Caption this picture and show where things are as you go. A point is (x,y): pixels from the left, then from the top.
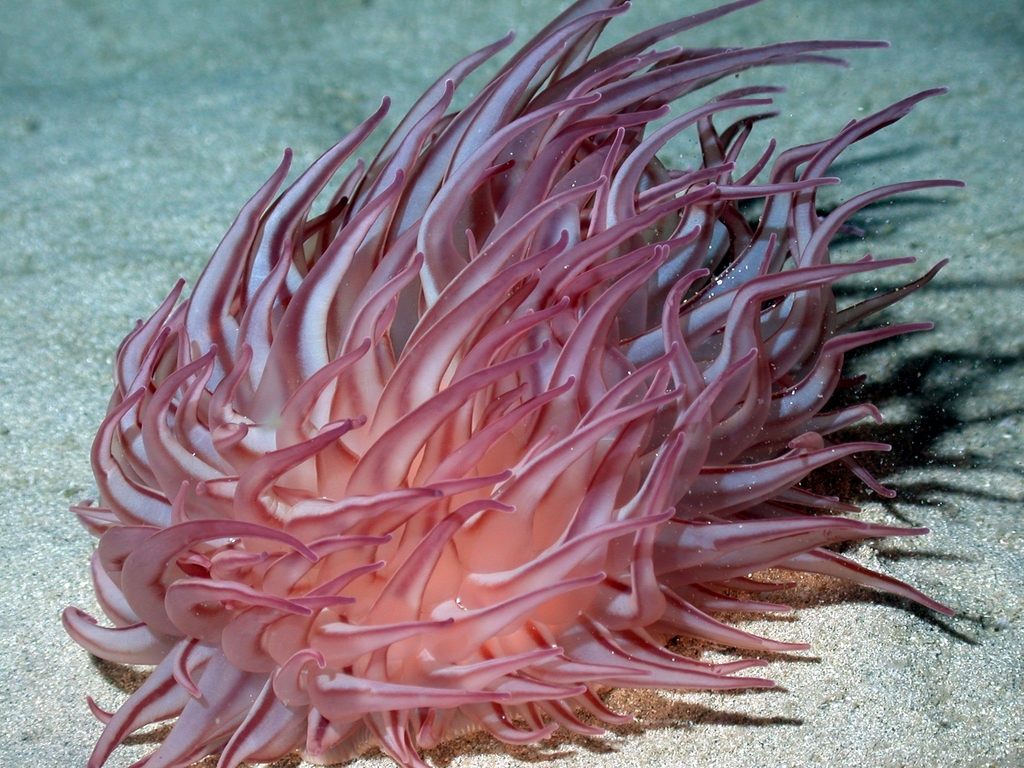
It is an aquatic living organism (419,452).
